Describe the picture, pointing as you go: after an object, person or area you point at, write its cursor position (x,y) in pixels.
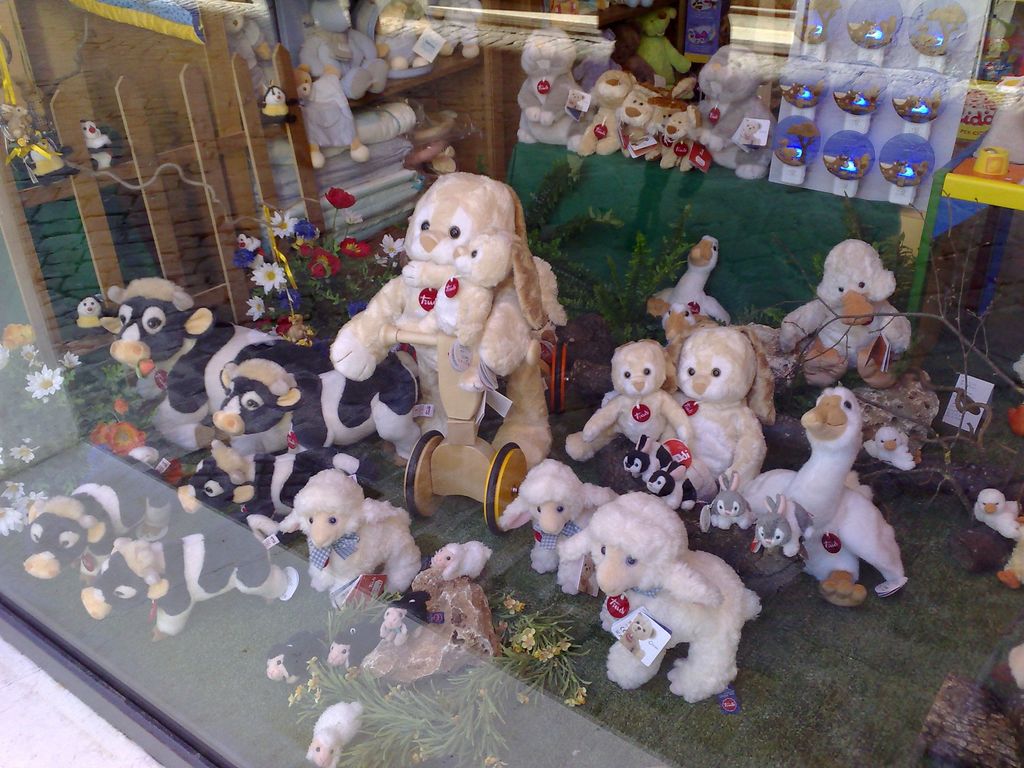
In this picture I can see there are few soft toys (684,391) of rabbits (756,378), cows (272,462), sheep (390,633) and ducks (843,435).
